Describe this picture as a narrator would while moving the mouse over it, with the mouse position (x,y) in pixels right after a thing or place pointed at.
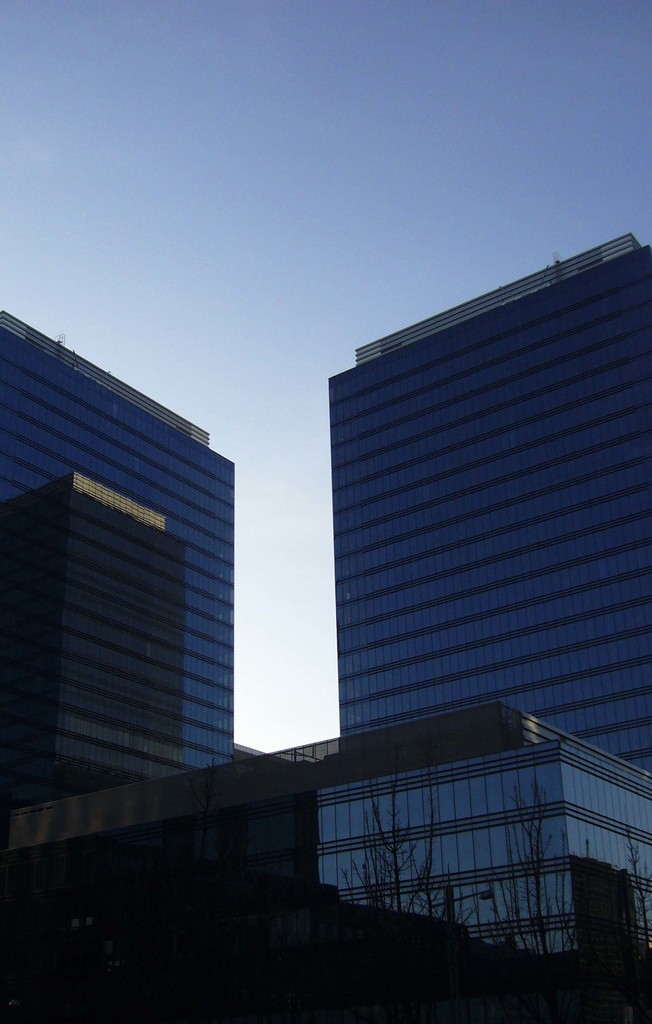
In the picture there are two tall buildings (380,500) they are completely covered with glasses (202,591) and in between them there is another small building (476,738) it is also covered with glasses (503,814) and in the background (236,161) there is a sky (224,124).
